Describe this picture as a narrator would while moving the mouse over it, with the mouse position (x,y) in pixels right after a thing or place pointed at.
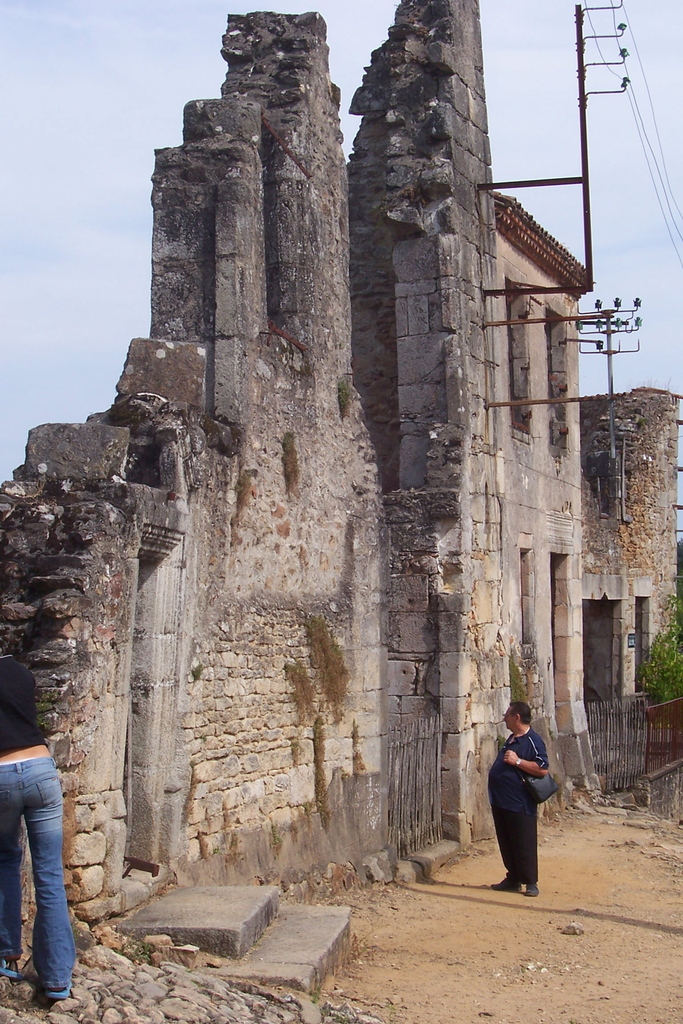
In this image, we can see walls (247,819), plants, wooden fencing (617,740), rods (655,739), few people (516,844), stairs (177,903), stones (296,1006) and ground (483,985). On the right side of the image (527,820), a person (520,834) is standing and wearing a bag (531,791). Background (21,315) there is a sky (101,155). Here we can see wires (651,103) and rods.
